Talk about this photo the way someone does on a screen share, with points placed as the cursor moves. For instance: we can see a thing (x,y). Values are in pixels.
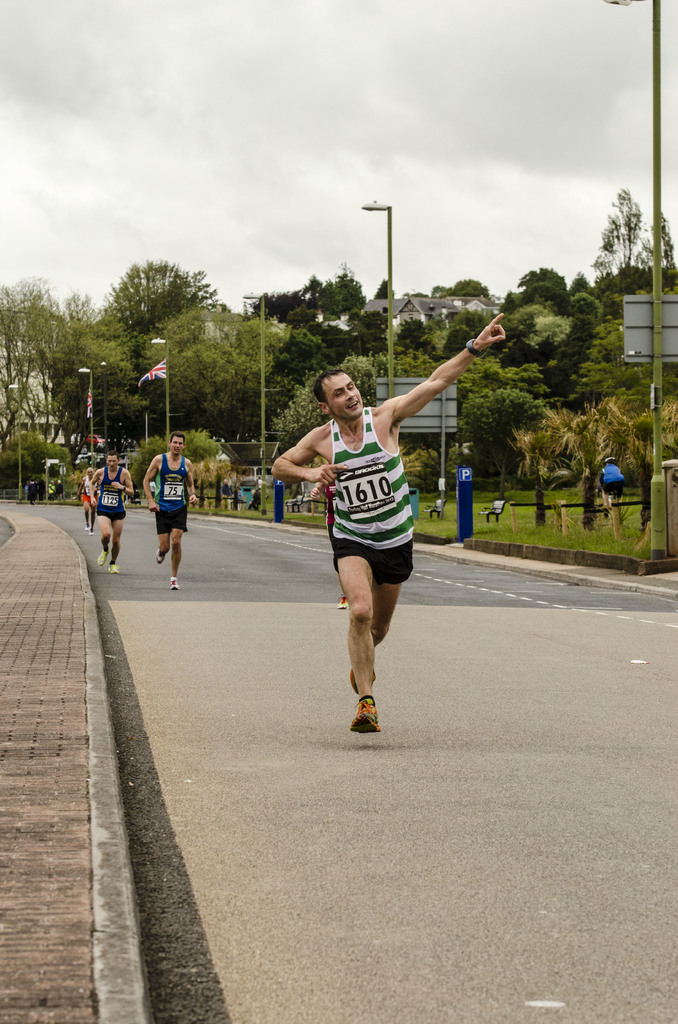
The man (362,695) in front of the picture is running on the road (398,600). Behind him, we see two men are running. Beside them, we see a pavement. On the right side (531,532), we see street lights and benches (503,500) placed on the grass (551,503). There are trees (134,383) and flags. In the background (464,284), there are trees (347,294) and a building (419,303). At the top of the picture (422,289), we see the sky (311,138).
